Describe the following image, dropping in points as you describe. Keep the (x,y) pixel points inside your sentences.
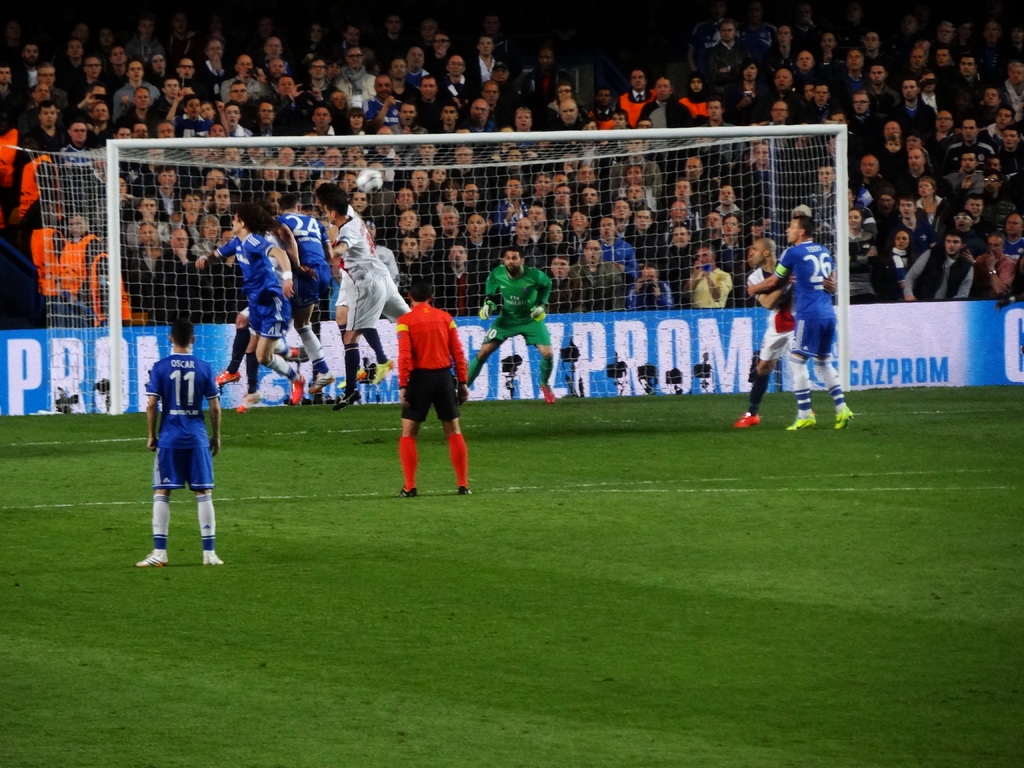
At the bottom of the image (293,594) on the ground (397,631) there is grass (615,506). And this is a football stadium (428,294). And there are few players (244,342) on the ground (216,481). And also there is a goal (625,142). Behind them there is a banner (94,350) with text (57,353) on it. In the background (131,105) there are many people (404,259).
